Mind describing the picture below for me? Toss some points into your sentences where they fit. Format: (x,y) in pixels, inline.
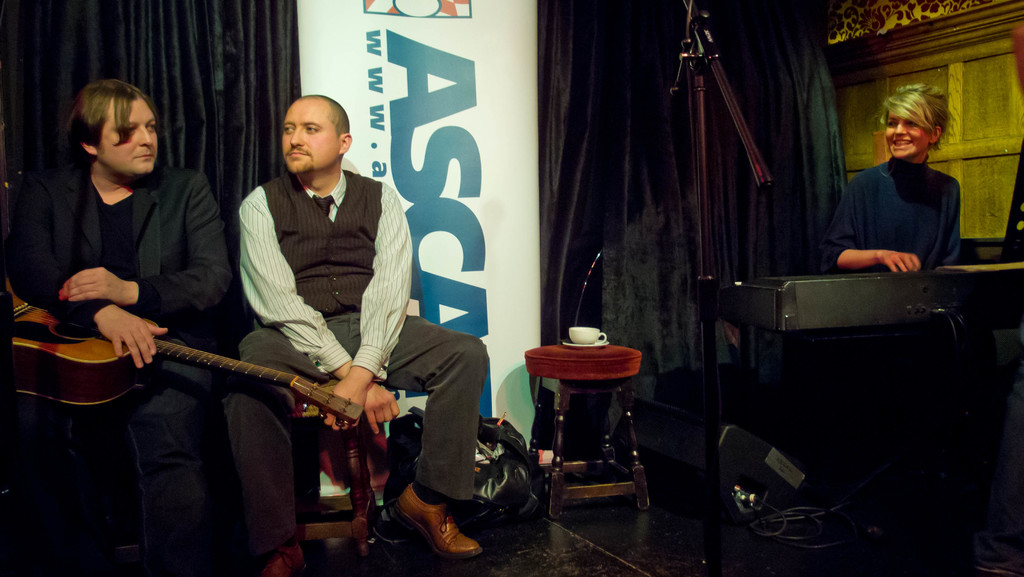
In this picture we can see three persons (938,232) sitting on the chairs (364,495). This is floor (576,541) and he is holding a guitar (60,390) with his hands (132,339). On the background (270,124) there is a curtain (185,21). And this is the hoarding (448,106).
